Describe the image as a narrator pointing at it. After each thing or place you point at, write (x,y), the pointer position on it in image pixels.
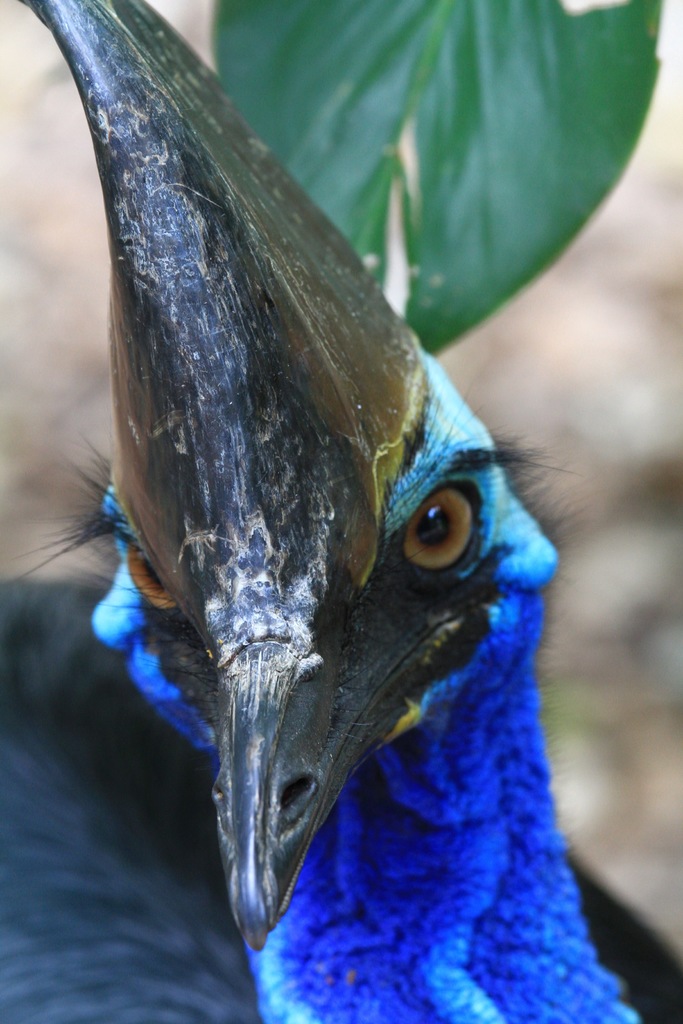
In the center of the image (316,405), we can see a cassowary (308,695) and in the background (315,114), there is a leaf (356,90).
